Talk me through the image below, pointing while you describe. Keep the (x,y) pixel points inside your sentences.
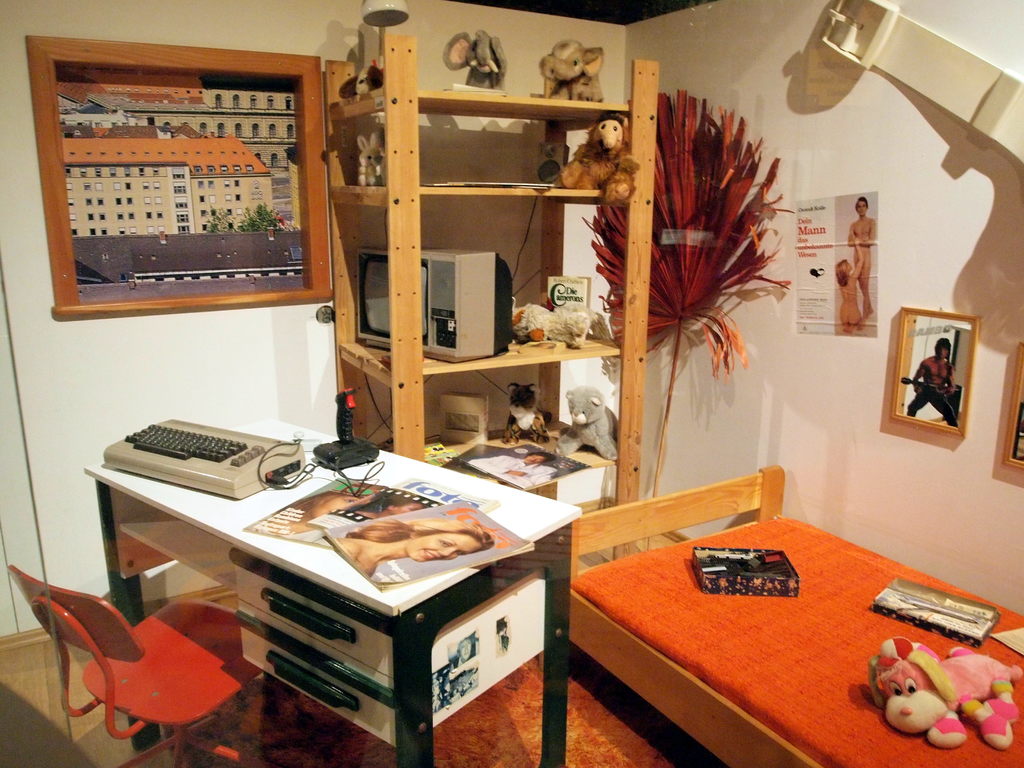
In the right (787,713) it's a bed (729,502) and toys (963,657) on it in the left (160,745) it's a table (148,740) and chair (55,627) the middle there is a shelf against the wall (176,315).
